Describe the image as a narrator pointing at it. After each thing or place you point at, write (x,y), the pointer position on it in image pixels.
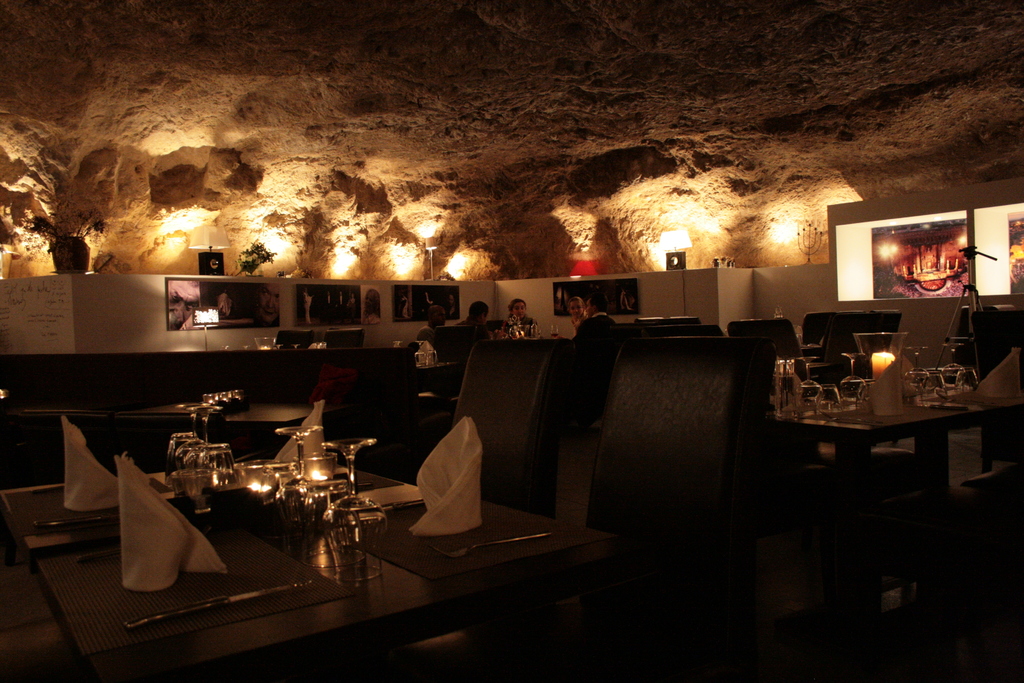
In this picture we can see a group of people (472,308) sitting and in front of the people (480,319) there are chairs (727,371) and tables (498,594) and on the tables (356,642) there are glass (184,480), tissues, knife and a fork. Behind the people (430,330) there is a wall (392,306) with photo frames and at the top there are lights (280,245).
